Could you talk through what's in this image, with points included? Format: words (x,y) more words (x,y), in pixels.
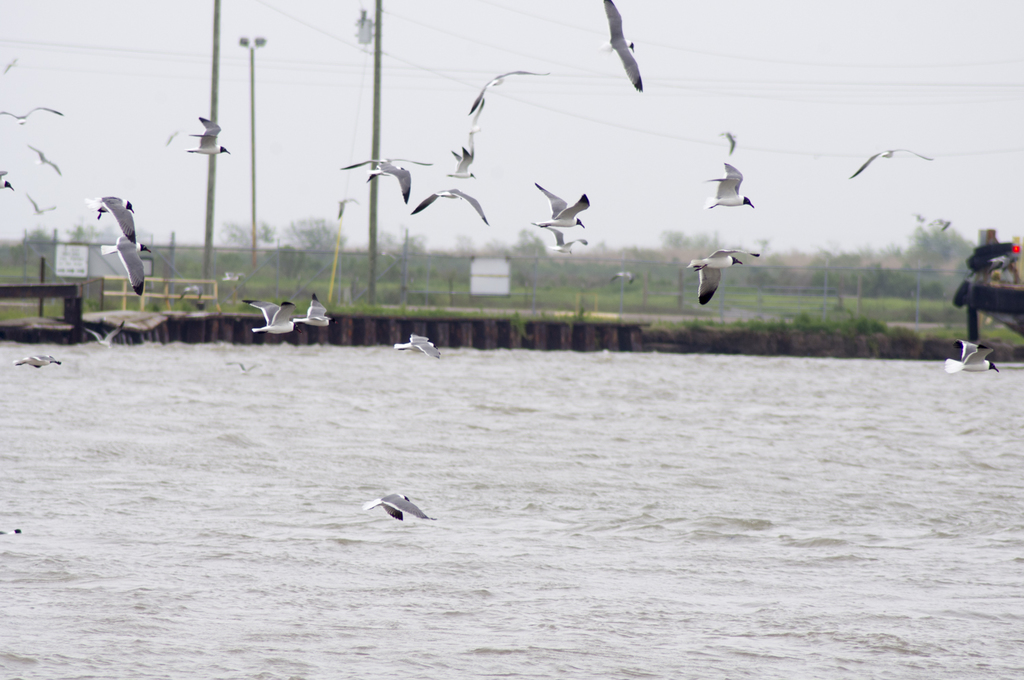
In the picture I can see white color birds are flying in the air (361,189). In the background (471,482) I can see the water (491,456), fence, trees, wires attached to poles (376,158), the sky (282,177) and some other objects (69,269).
